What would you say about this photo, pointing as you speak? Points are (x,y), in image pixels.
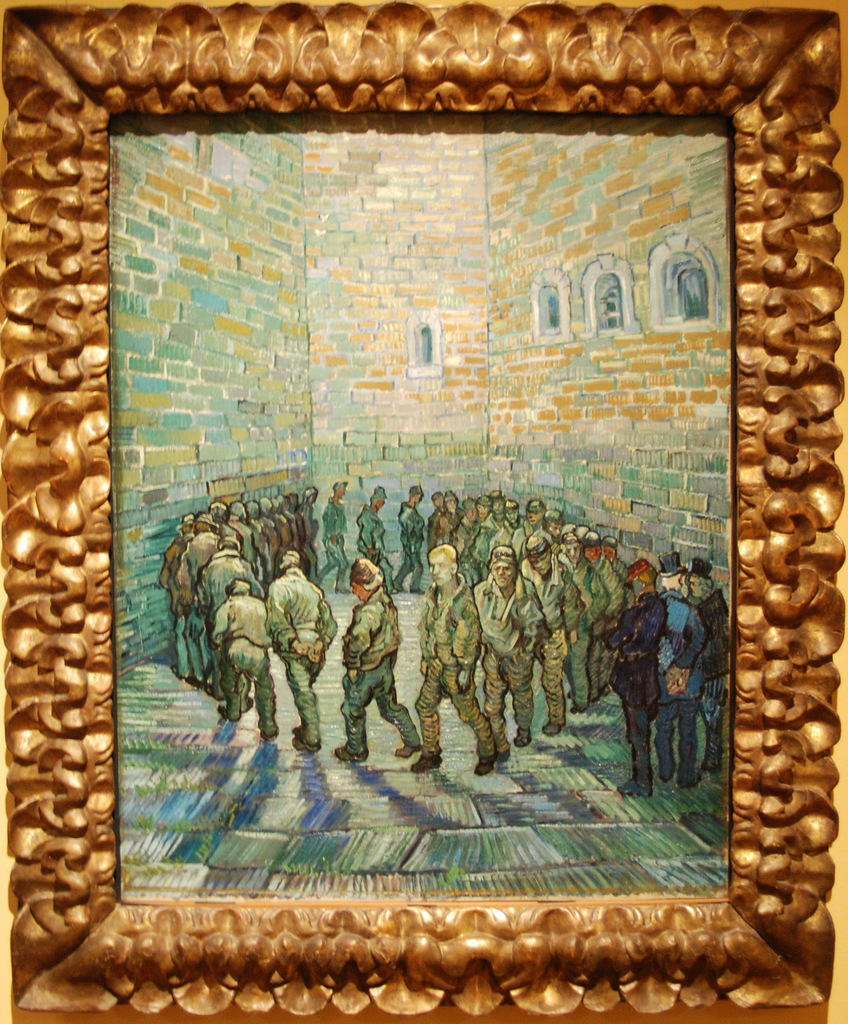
In this picture I can see the painting images (368,857) which is placed on the wall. In that painting (557,645) I can see the peoples (375,514) were walking in the round. Beside them there are three persons (678,650) were standing near to the brick wall (720,553). In the top right (670,249) I can see the windows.
